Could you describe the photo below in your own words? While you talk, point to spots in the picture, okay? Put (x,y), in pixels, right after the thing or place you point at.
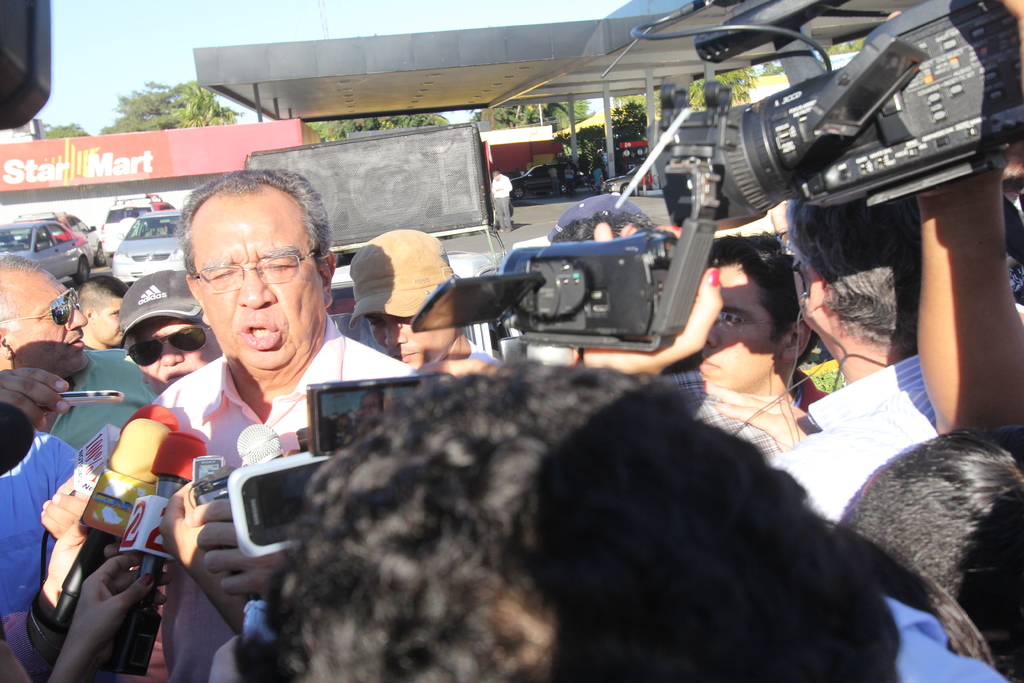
In this picture we can see a group of people (435,558), cameras (693,199), mobiles (268,474), mics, caps (371,279), goggles (195,335), vehicles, sheds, trees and some objects (358,132) and in the background (109,73) we can see the sky (117,33).
